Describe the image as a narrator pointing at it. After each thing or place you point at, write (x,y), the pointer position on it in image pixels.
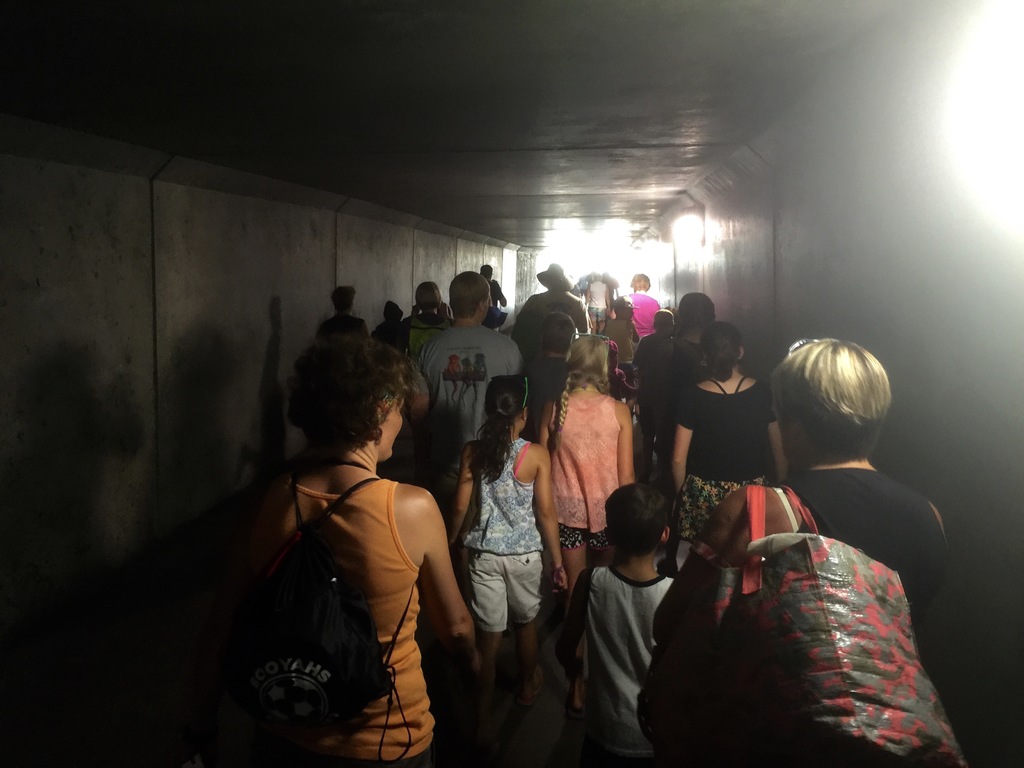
In this image, there are a few people (573,613). We can see the ground (530,767) and the wall (898,149). We can also see the roof (638,198) and some light (949,185) on the right (943,67).
